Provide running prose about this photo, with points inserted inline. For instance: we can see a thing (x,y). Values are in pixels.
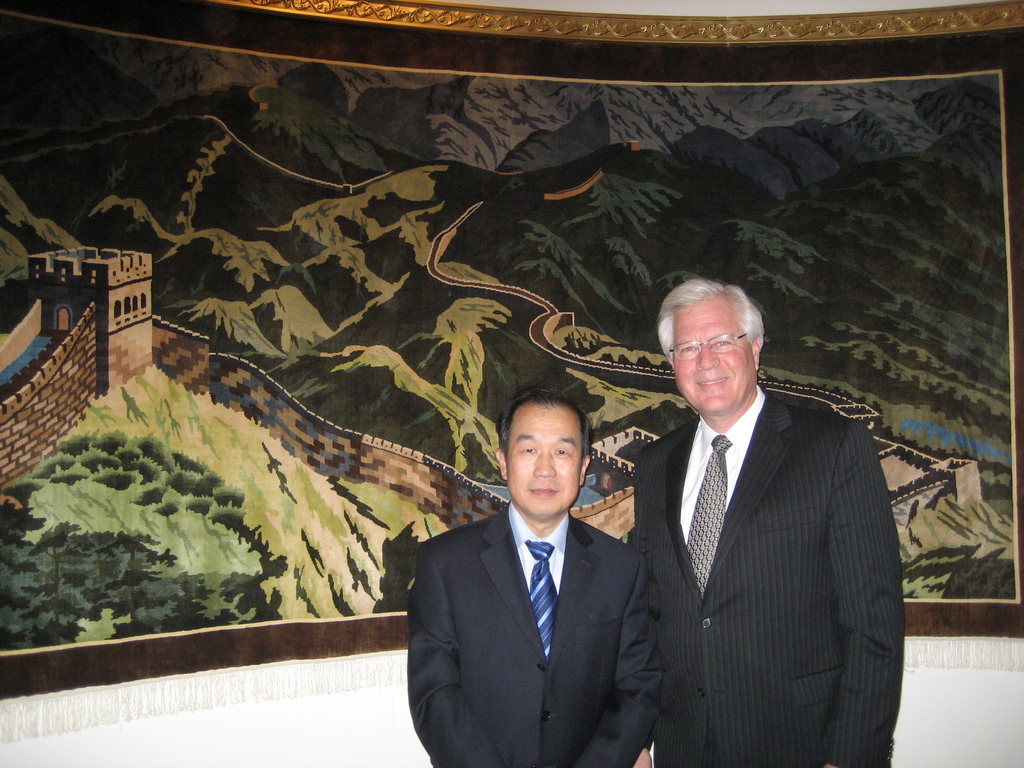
In this picture I can see two people (641,516) wearing the coat (667,628) and standing. I can see printed design curtain (390,346) in the background (373,371).
